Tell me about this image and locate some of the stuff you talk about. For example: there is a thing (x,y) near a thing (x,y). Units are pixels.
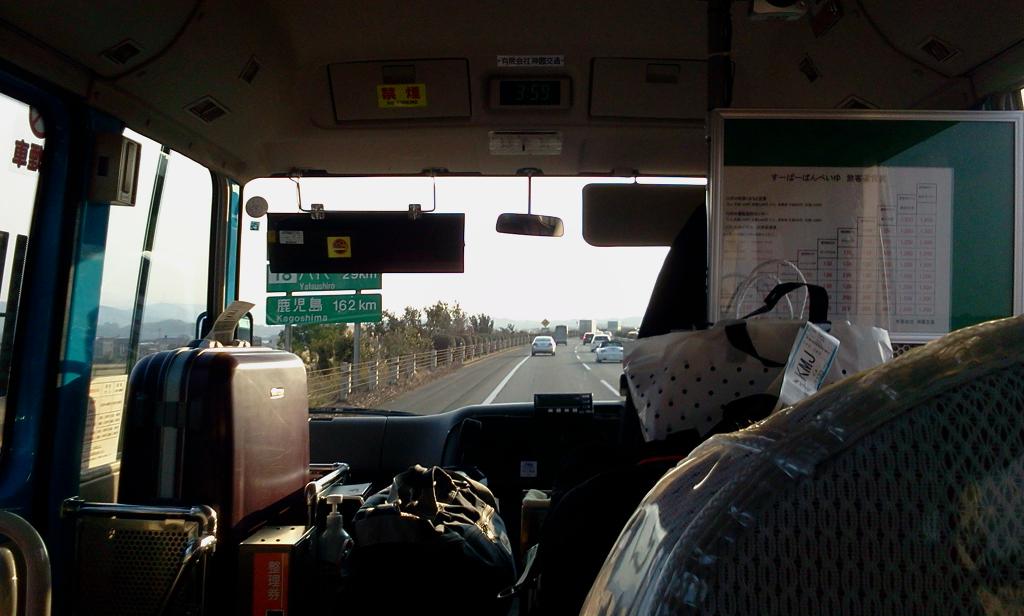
In this image, there is a inside view of the vehicle (350,118) contains bags (218,391) and mirror (541,233). There are some cars (609,344) on the road (453,389). There is a sign board (338,319) and fencing (355,381) beside the road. There are some trees (454,328) beside the road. There is a sky (492,227) at the center of this image (488,244).
